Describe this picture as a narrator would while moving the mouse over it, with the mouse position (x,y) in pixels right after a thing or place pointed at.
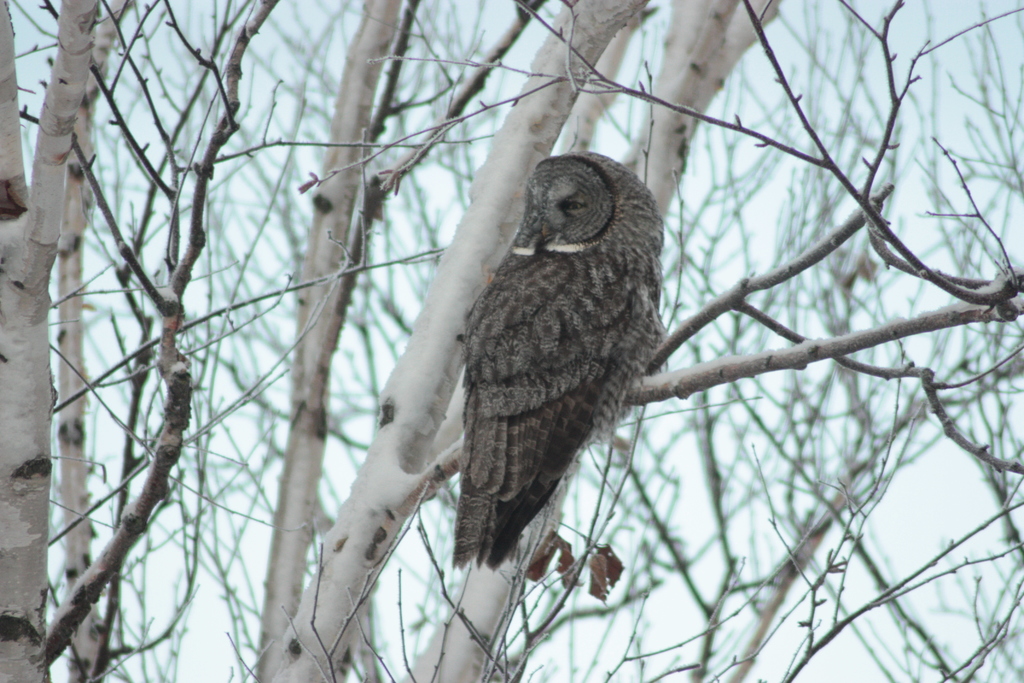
In this picture we can see an owl (514,368) on the branch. Behind the owl (566,342), there are trees (466,264) and a blurred background (795,133).
